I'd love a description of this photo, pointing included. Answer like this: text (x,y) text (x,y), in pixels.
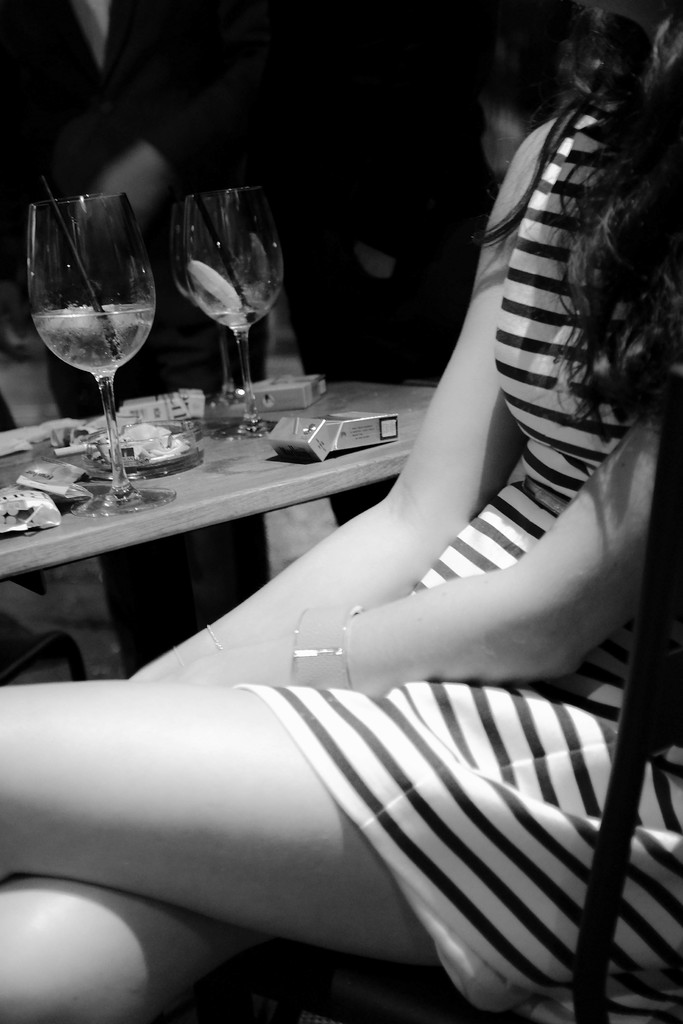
This is black and white picture. Here we can see a woman (311,847) sitting on the chair (336,978). This is table (239,462). On the table (287,472) there are glasses (73,199).
